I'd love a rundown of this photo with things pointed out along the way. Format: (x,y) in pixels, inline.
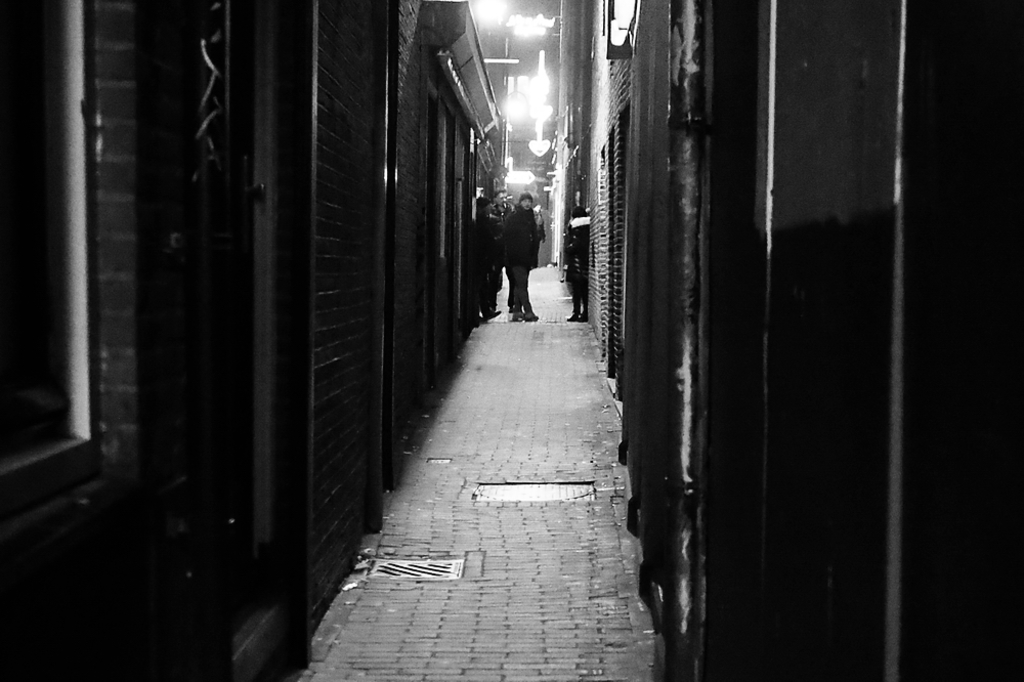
In this picture we can see windows (24,294), lights (535,90), some people (579,256) standing on the ground (484,418) and some objects (571,495).
